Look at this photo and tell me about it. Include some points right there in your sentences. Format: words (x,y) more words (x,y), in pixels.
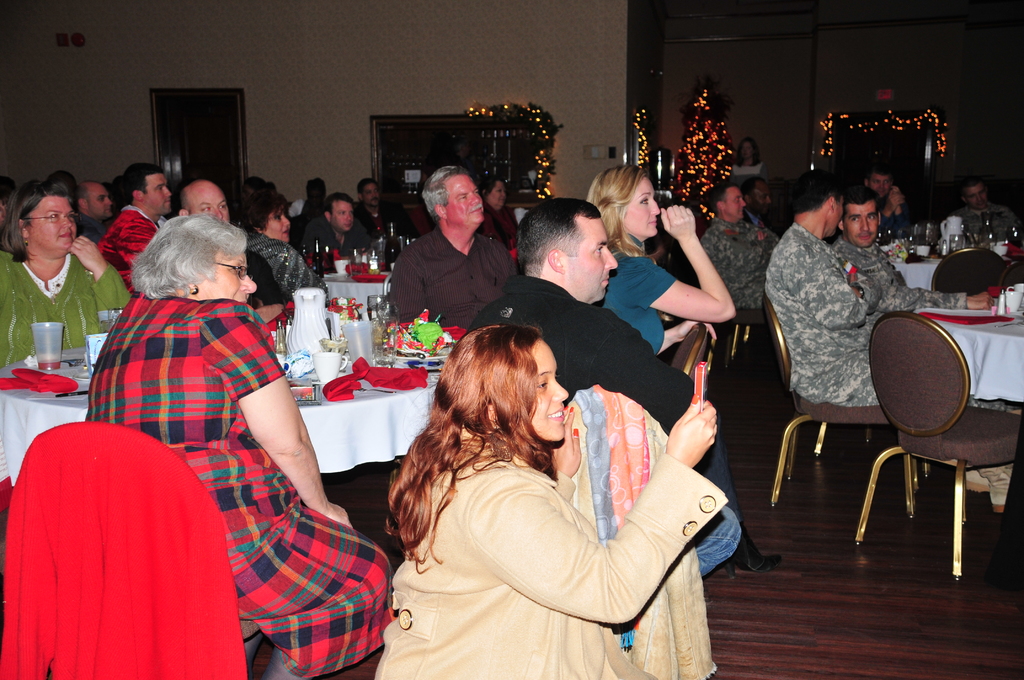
In this picture there are group of people (429,629) those who are sitting on the chairs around the table (400,435) and there are different food items (278,341) on the table (421,341), there are trees (729,134) which are decorated with lights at the right side of the image (704,206) it seems to be a hotel (573,166).
